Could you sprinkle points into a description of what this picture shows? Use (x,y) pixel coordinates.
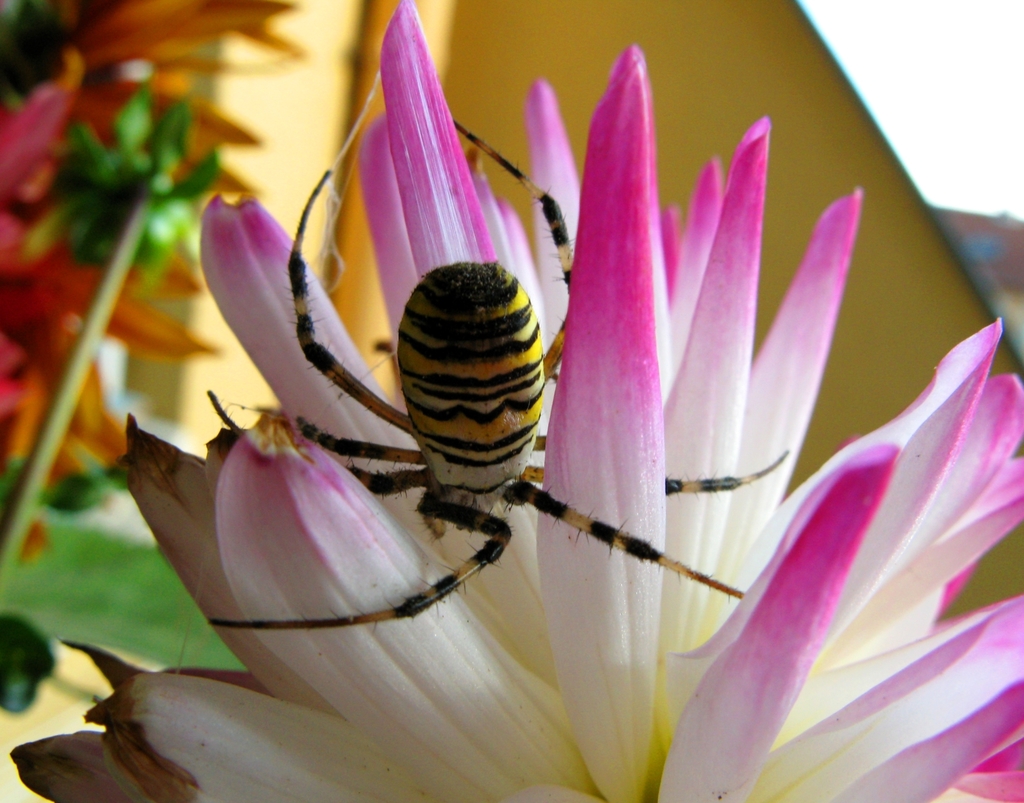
In this image, we can see a spider (447,337) on the flower (643,591).
